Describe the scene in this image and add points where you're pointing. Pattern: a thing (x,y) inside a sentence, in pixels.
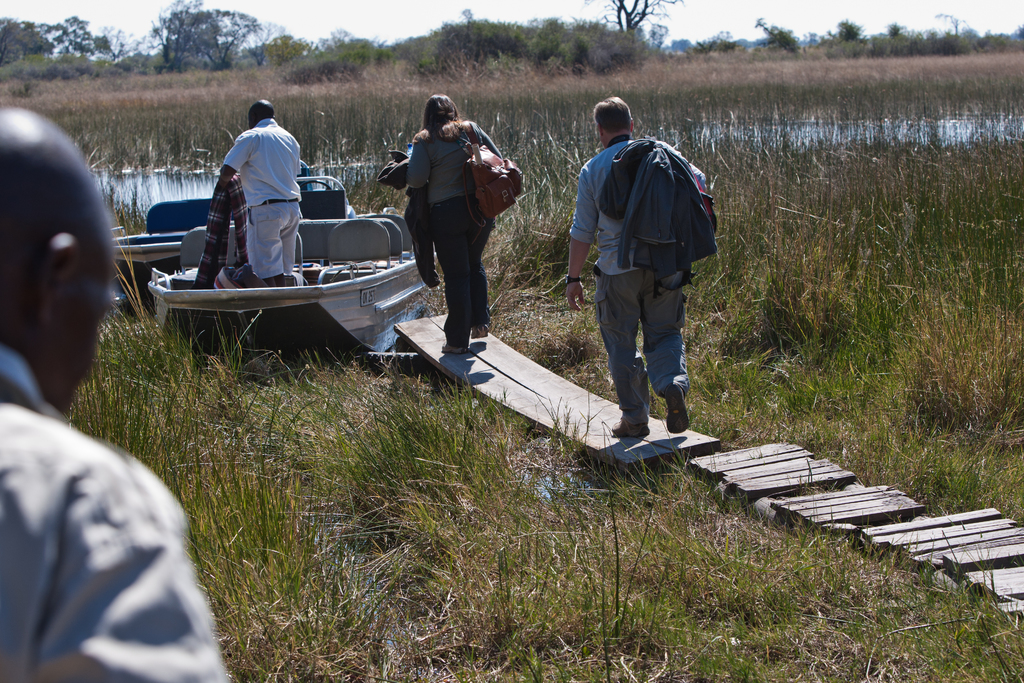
In this image there are two persons (592,233) who are walking on the wooden plank (524,371) to get in to the boat (337,250) which is in front of them. In the boat (325,267) there is a man (272,193) who is in white dress (264,157). On the ground (364,497) there is grass (536,534). In the background (580,33) there are trees (580,33) and water (852,122). On the left side (82,449) bottom there is a man (104,453).
